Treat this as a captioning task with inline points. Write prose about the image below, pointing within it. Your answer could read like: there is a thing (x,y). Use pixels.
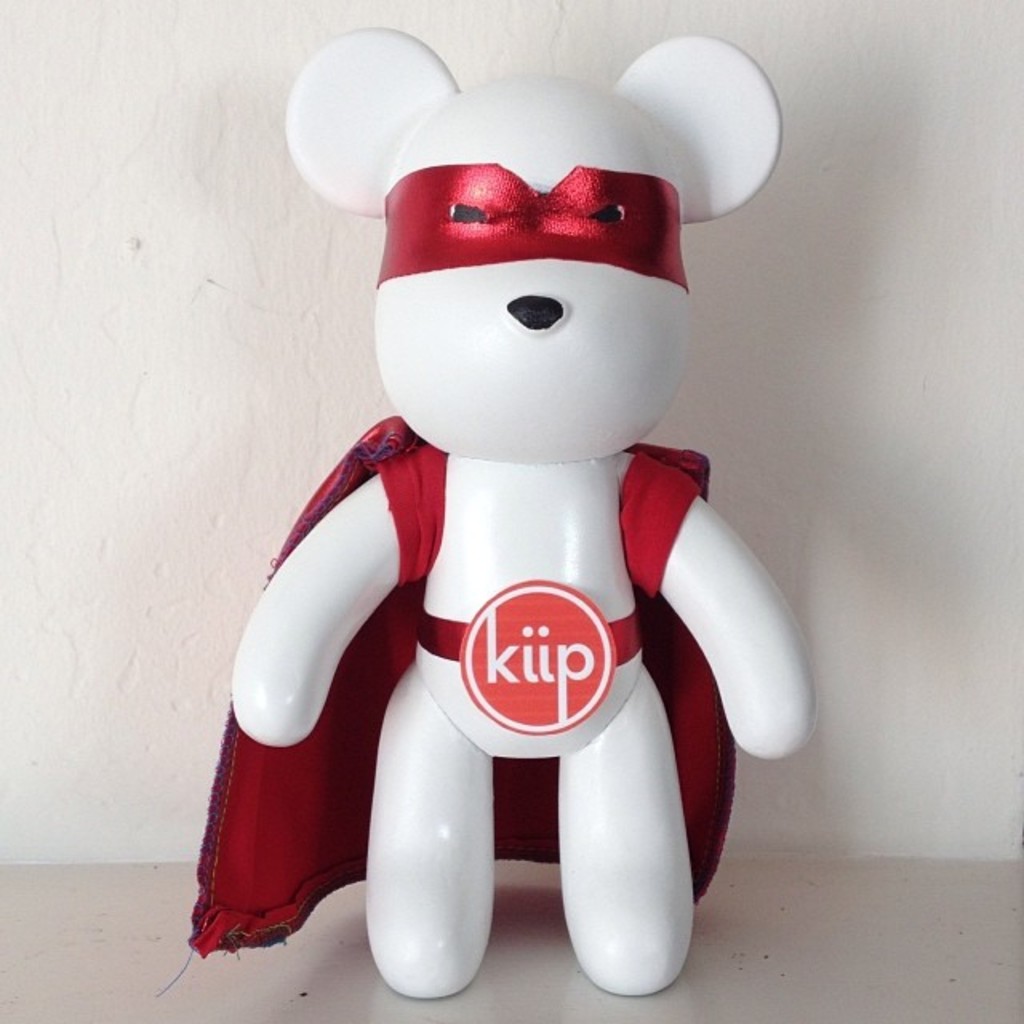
In this image I can see a toy (578,532) on the floor (553,898) and a wall (450,20). This image is taken, may be in a room (975,522).
